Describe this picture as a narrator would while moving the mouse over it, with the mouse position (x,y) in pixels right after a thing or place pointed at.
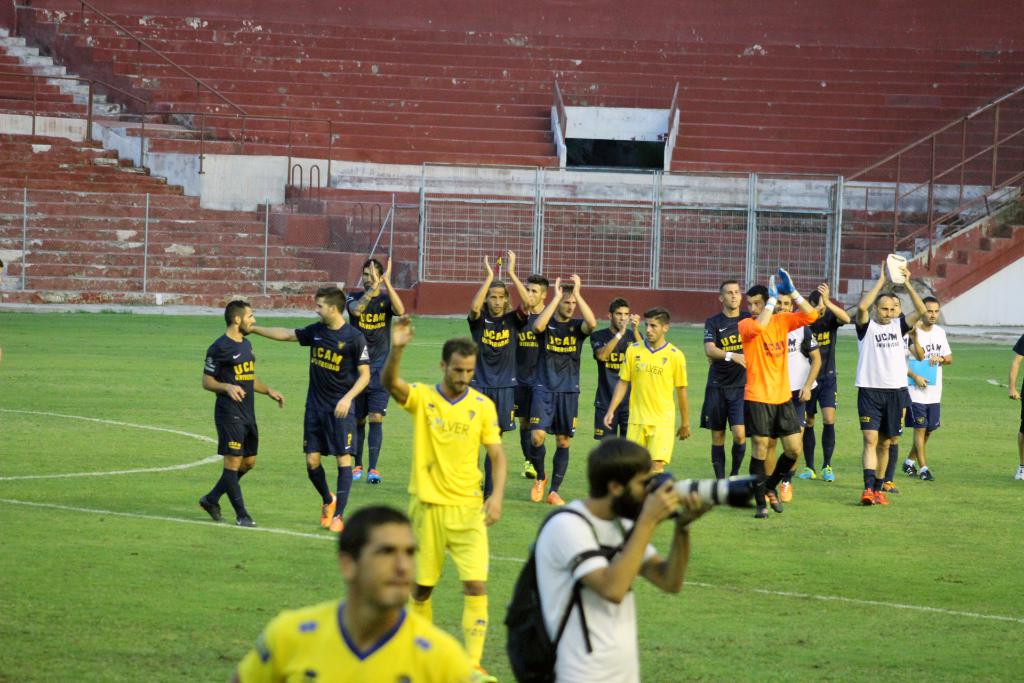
In this image I see number of people (428,634) who are wearing jerseys (746,318) and I see that this man (612,554) is holding a camera (703,489) in his hands (650,514) and I see the green grass (134,659). In the background (15,180) I see the fencing (338,212) and the steps (449,160).
